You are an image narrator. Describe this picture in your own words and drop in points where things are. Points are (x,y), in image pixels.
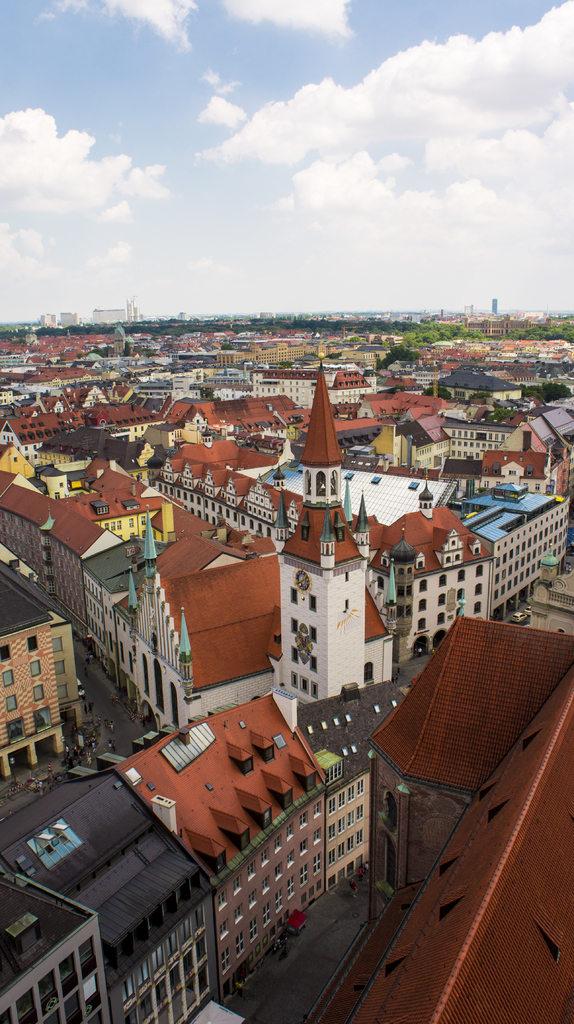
In this image we can see a group of buildings (262,618) with windows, a tower (355,628) with a clock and the roads (117,741). On the backside (445,393) we can see some trees (467,333) and the sky (344,161) which looks cloudy.
